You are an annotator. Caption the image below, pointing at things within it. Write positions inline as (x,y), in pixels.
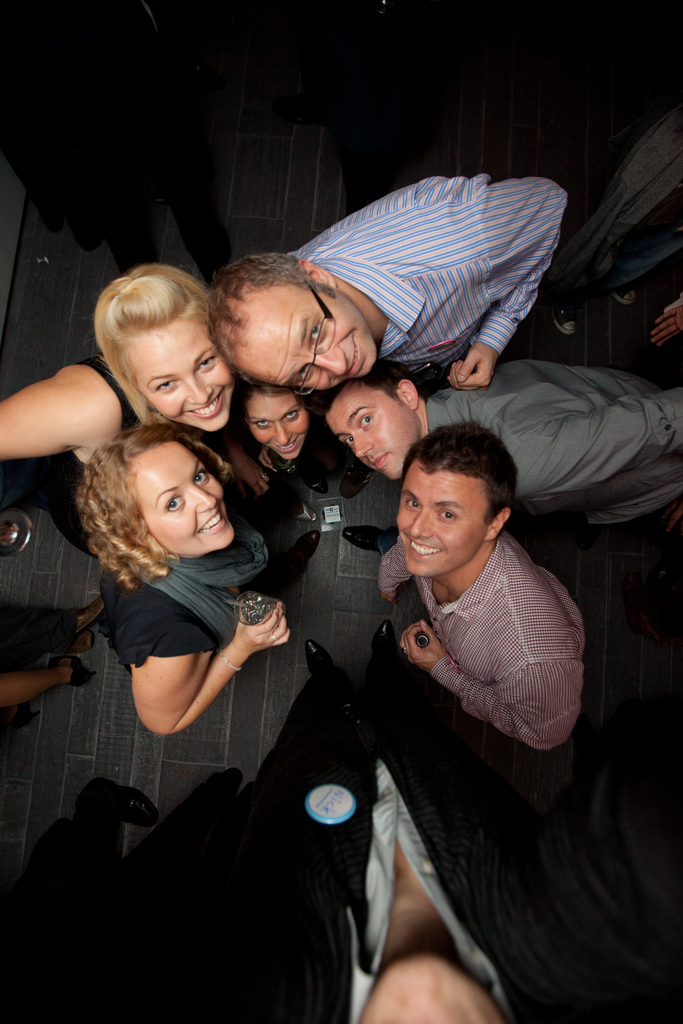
In this image we can see there are people (329,256) standing on the floor (339,617) and holding glass (243,608) and bottle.
